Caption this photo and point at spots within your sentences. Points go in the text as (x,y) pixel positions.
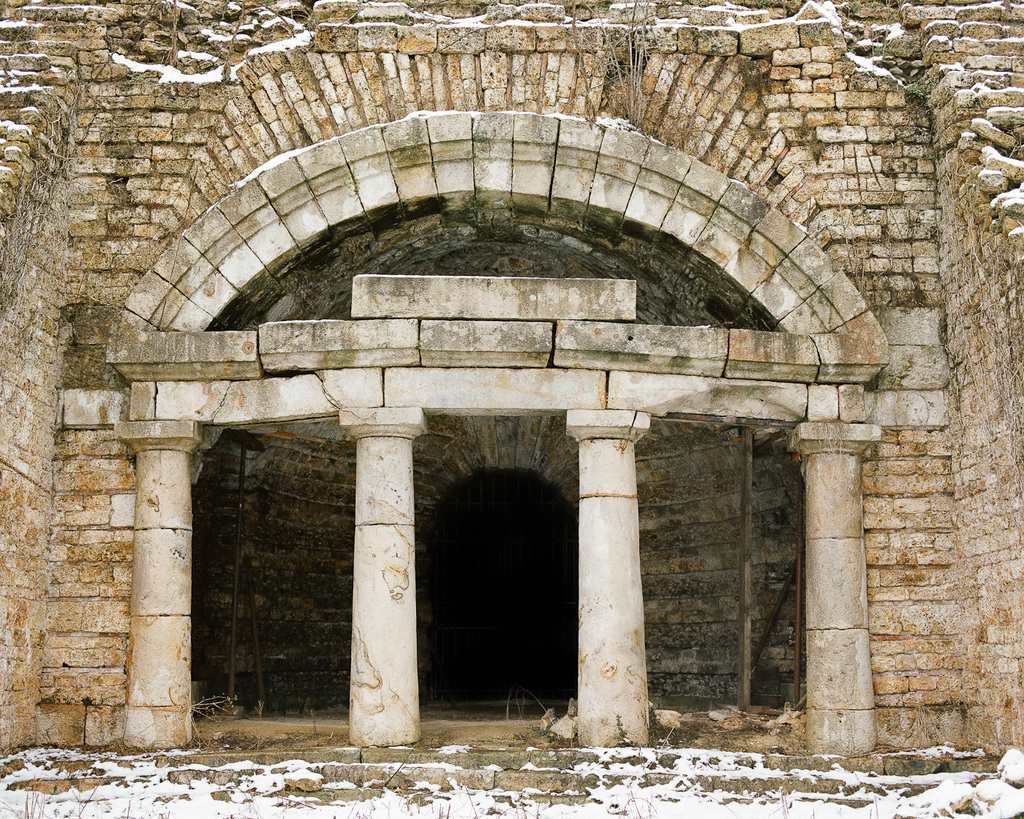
In this image we can see a building (718,358) with the pillars (640,646) and stones (941,422). We can also see some poles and dried plants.
